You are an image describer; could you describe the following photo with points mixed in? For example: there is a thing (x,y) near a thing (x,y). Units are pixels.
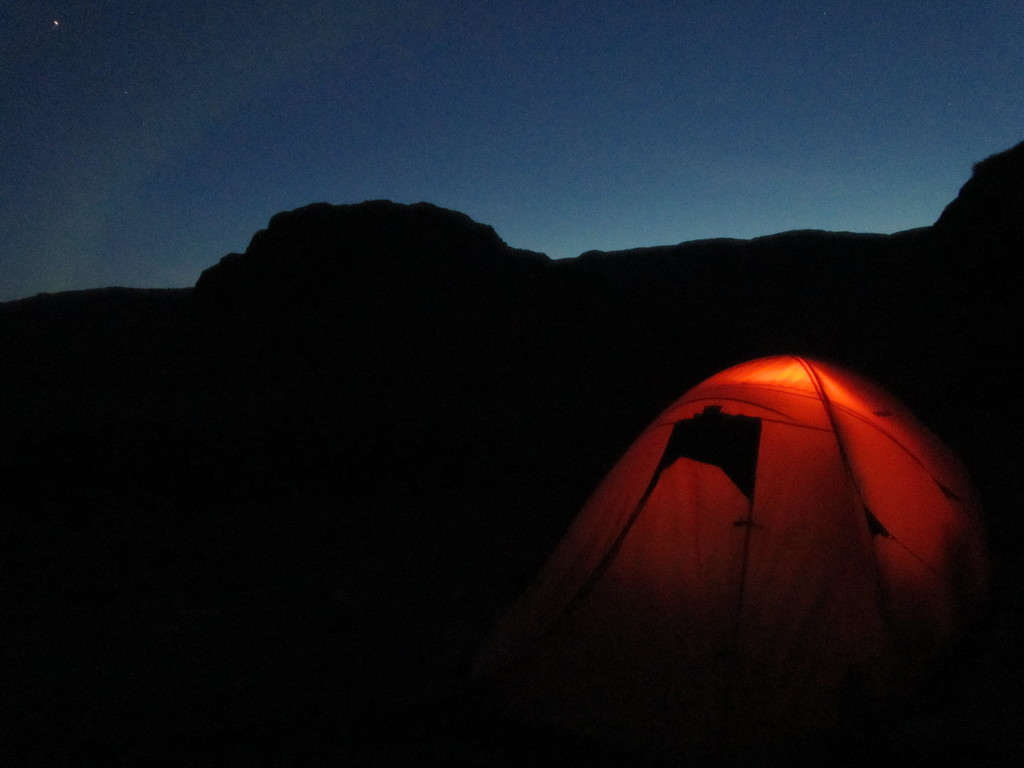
In this image, we can see a camping tent (803,491). There is a sky (597,190) at the top of the image (353,36).
